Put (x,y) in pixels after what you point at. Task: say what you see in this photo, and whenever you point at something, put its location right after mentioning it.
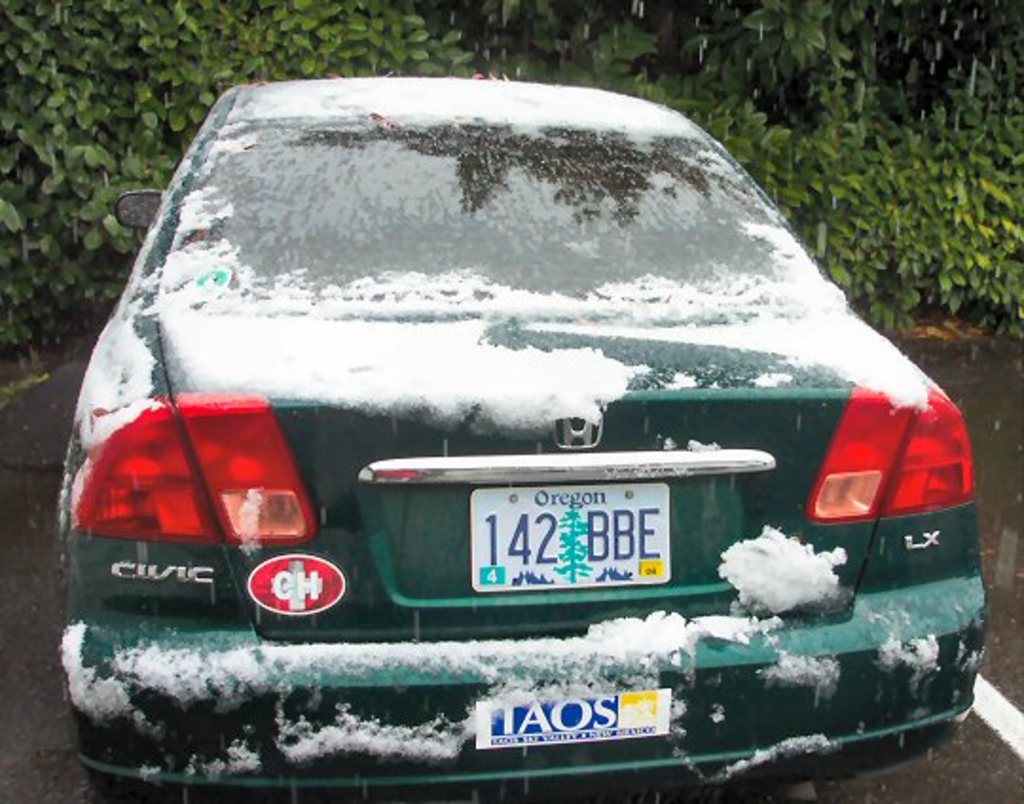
In this picture I can see a car (413,196) in front (740,412) and I see snow (584,412) on it and I can also see a number plate (521,529) on the car (477,520). In the background (8,8) I can see the leaves (798,124) and I see that, the car (397,284) is on the road (986,785).
